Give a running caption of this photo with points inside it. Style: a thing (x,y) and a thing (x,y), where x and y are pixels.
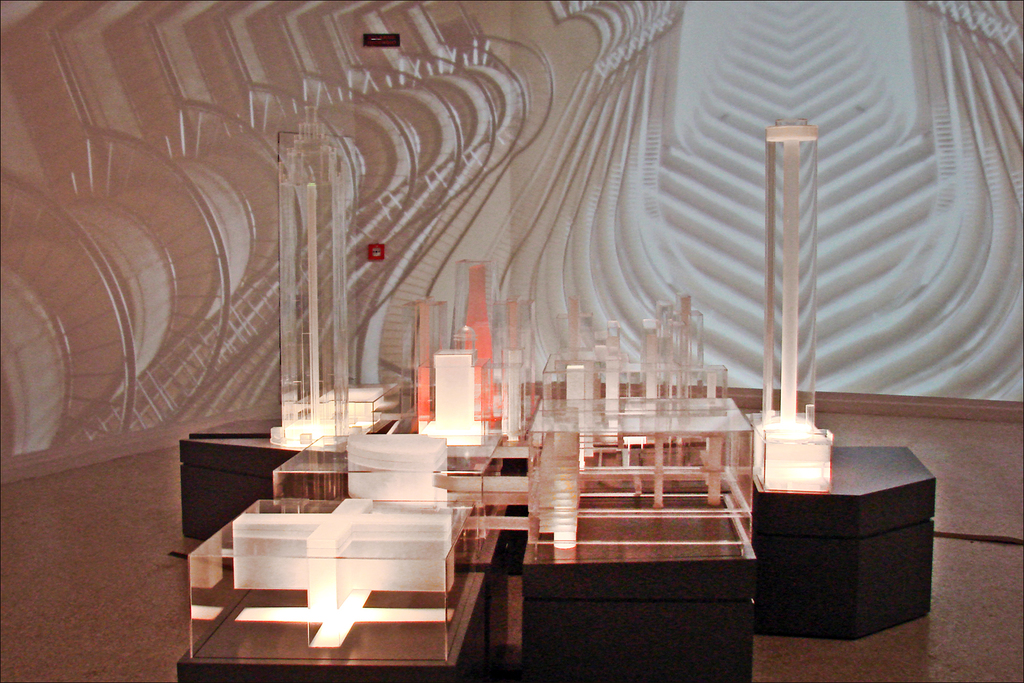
In this image we can see few objects (825,464) looks like lights (467,407) and boxes (517,392) on the tables (687,628), there is a wall (124,430) with design (342,114) in the background (214,99).
